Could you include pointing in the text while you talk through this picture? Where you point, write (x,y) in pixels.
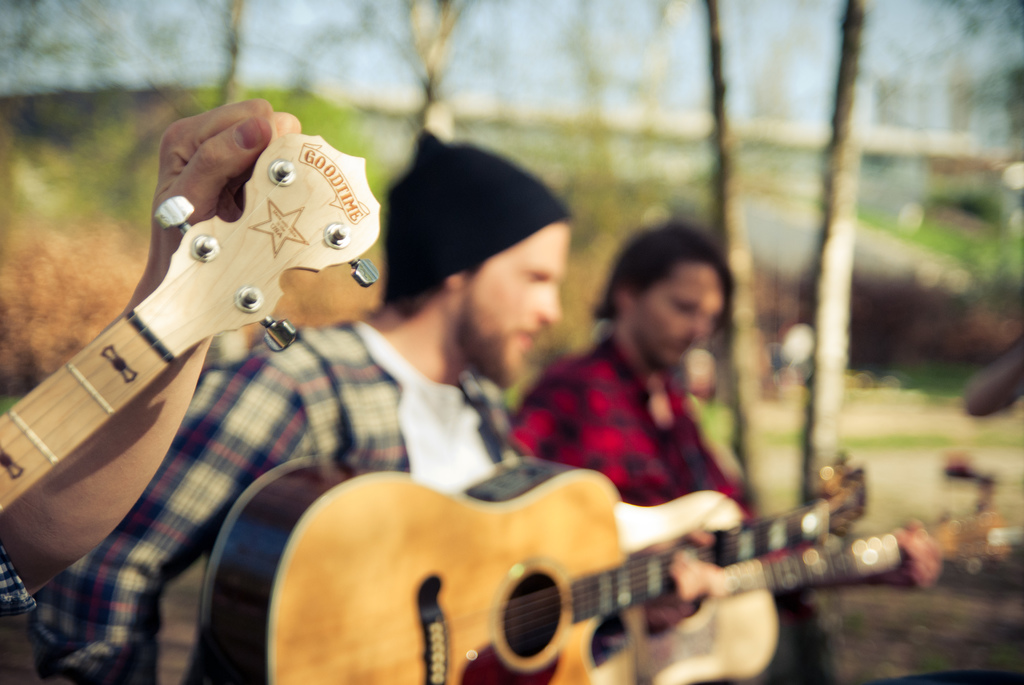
There are 3 people (513,317). They are holding a guitar (579,504) and they are playing a guitar (374,543). We can see in the background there is a trees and sky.
